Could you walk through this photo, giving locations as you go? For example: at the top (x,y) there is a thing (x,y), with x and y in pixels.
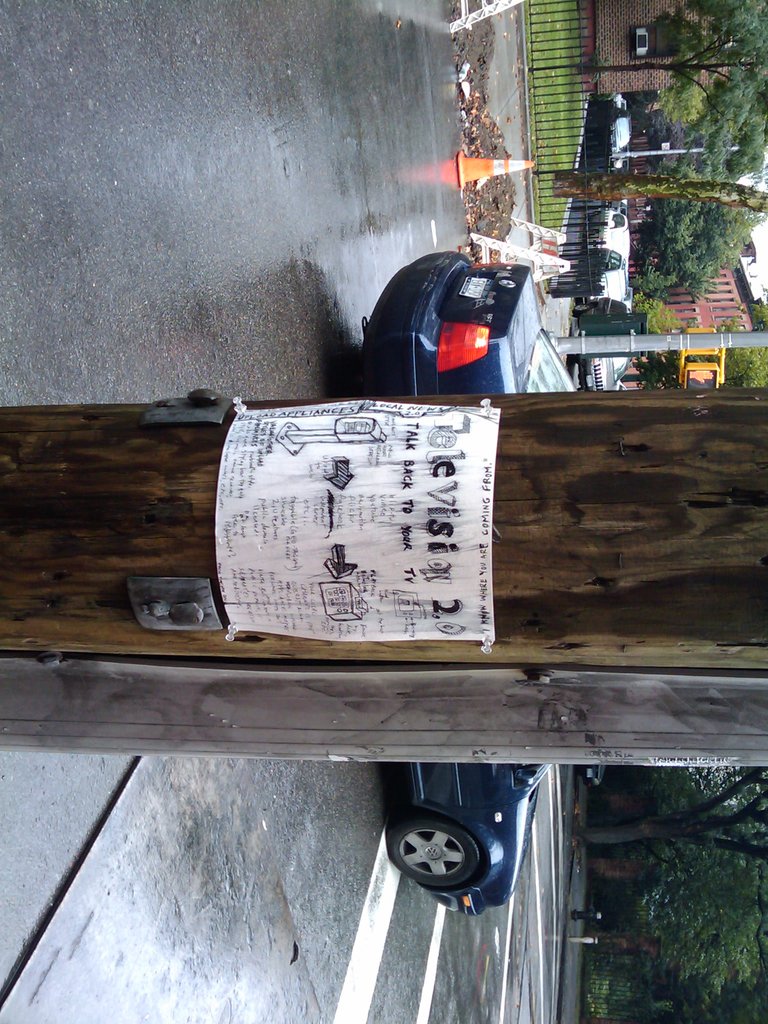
In the middle (500,646) it is a pole (55,646) behind it a car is parked on the road (375,135), in the down side there are trees (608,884).
